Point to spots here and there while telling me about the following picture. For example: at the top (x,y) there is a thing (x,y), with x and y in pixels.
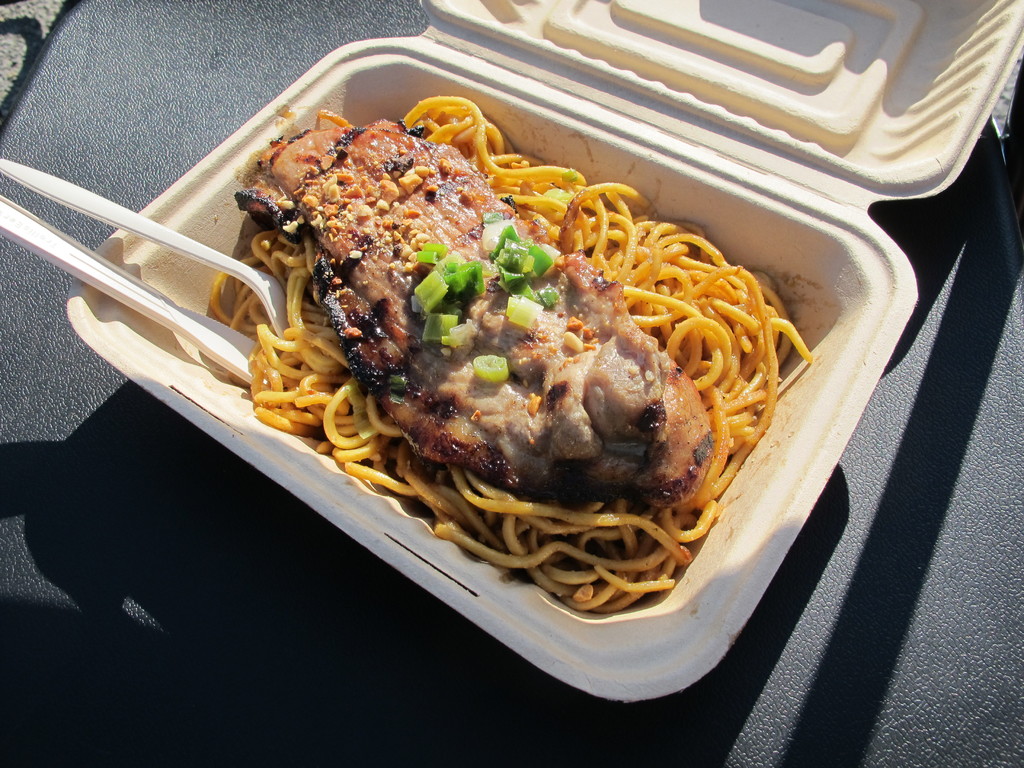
In this image I can see a white color box (746,124) which consists of some food (563,311) and spoons (50,258). The background seems to be a seat (170,671).
